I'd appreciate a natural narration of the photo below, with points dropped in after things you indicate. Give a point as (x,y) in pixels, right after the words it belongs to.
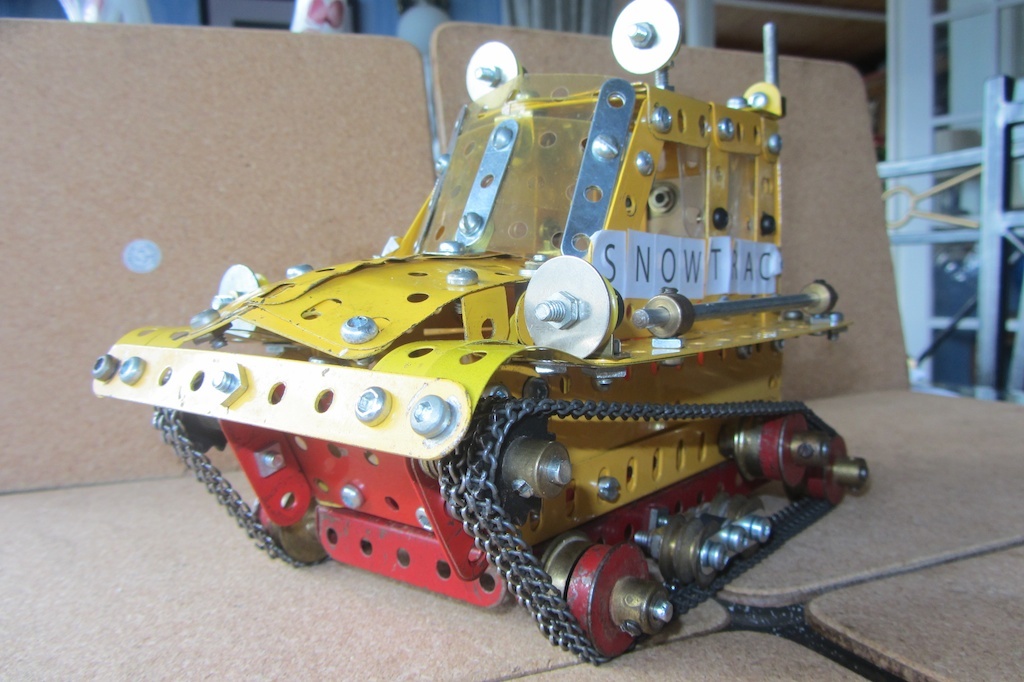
In the foreground (383,305) I can see an object (635,476) on the table (696,624). In the background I can see metal rods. This image is taken may be during a day.
